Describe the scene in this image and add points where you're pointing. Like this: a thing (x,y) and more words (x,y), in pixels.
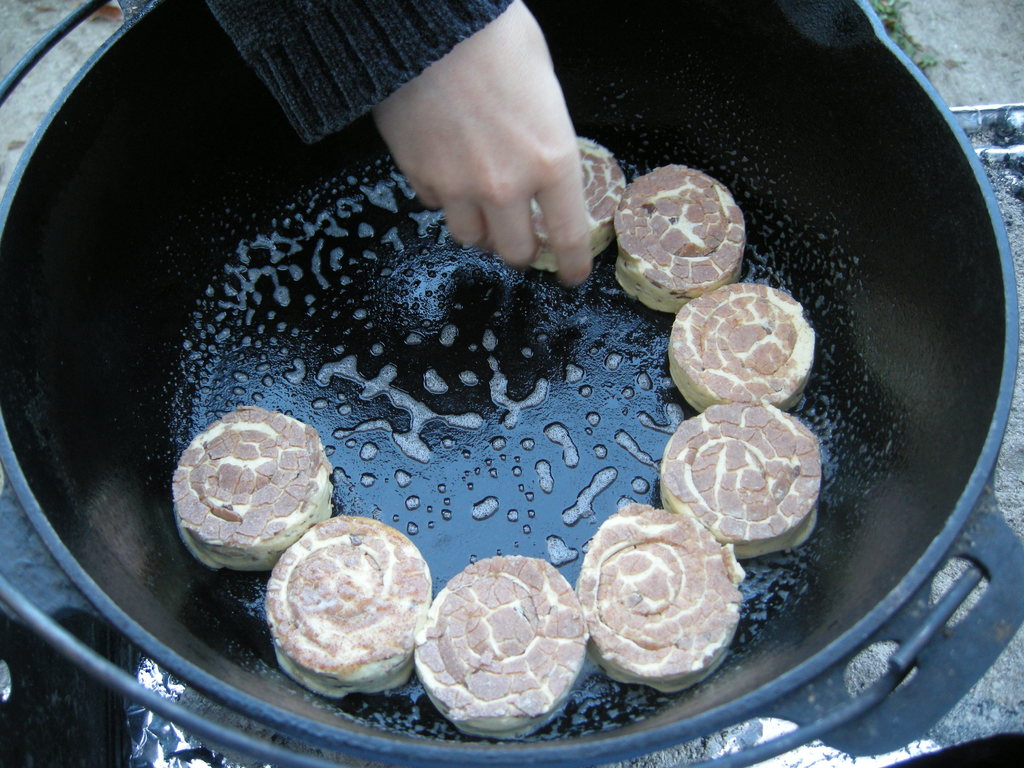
In this picture we can see food (813,354) in a container (820,173). At the top of the image (522,6) we can see a hand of a person (319,15).
